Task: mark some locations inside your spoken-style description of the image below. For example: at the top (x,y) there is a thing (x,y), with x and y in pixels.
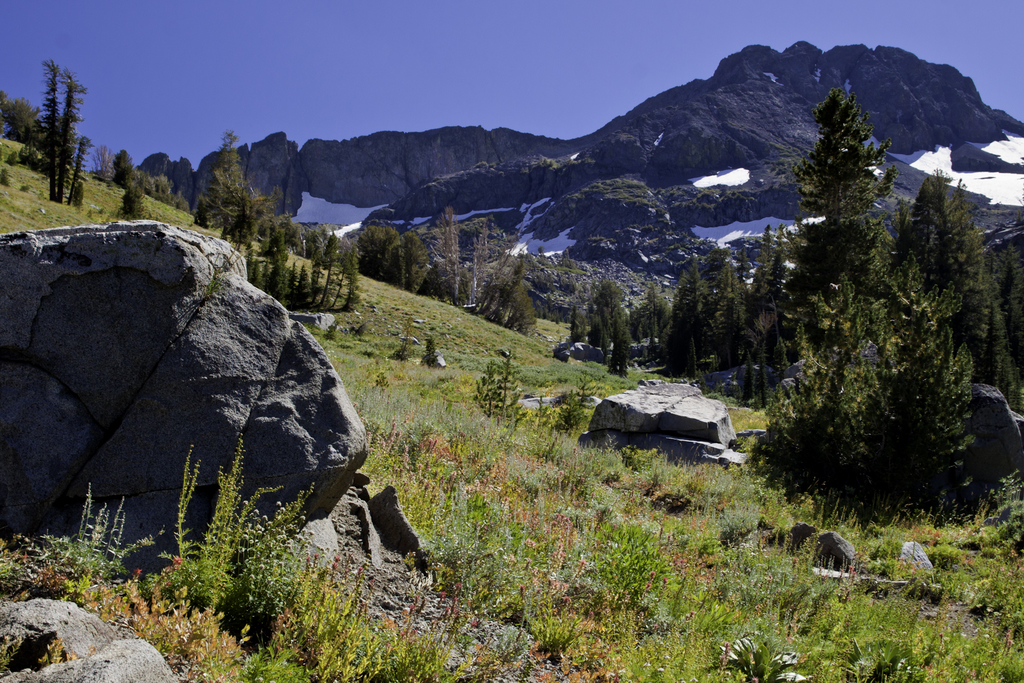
In this picture we can see stones (625,418), grass (614,503), trees (592,333), snow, mountains (663,107) and we can see sky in the background (811,2).
